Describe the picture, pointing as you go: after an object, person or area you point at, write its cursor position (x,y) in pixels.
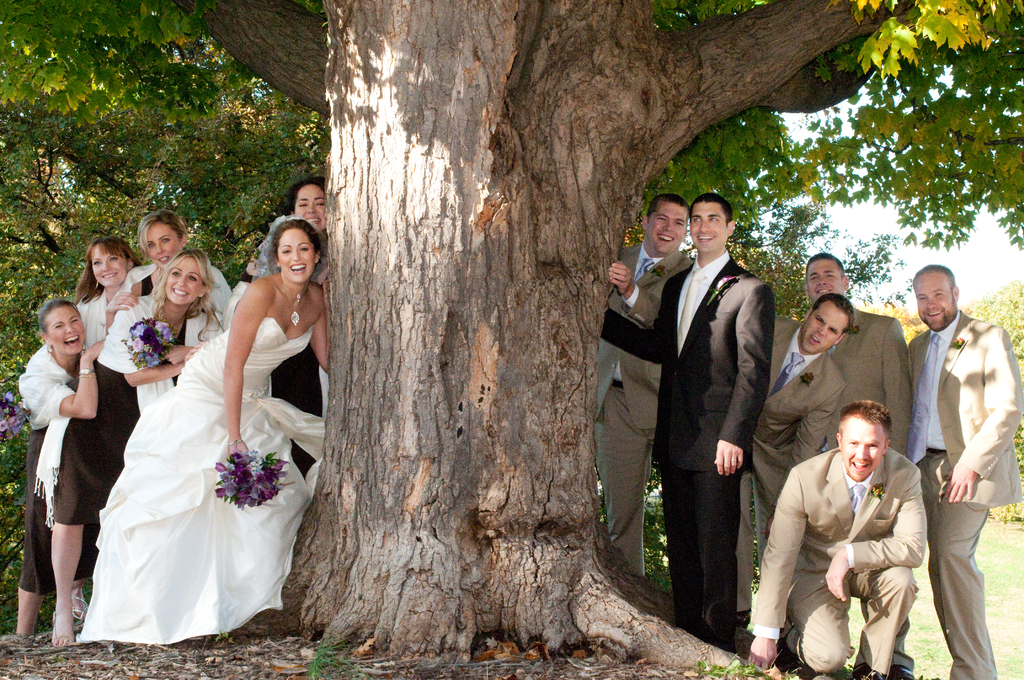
In the center of the image (504,241) we can see a tree (535,541). On the right side of the image (745,350) we can see group of persons (874,351) standing on the ground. One person (727,354) is wearing black coat (695,336) and tie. On the left side of the image (196,389) we can see group of women (270,443). One woman (249,396) is wearing a white dress (265,354) and holding flowers (251,484) in her hand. In the background (761,234), we can see a group of trees (743,228) and the sky (973,231).
